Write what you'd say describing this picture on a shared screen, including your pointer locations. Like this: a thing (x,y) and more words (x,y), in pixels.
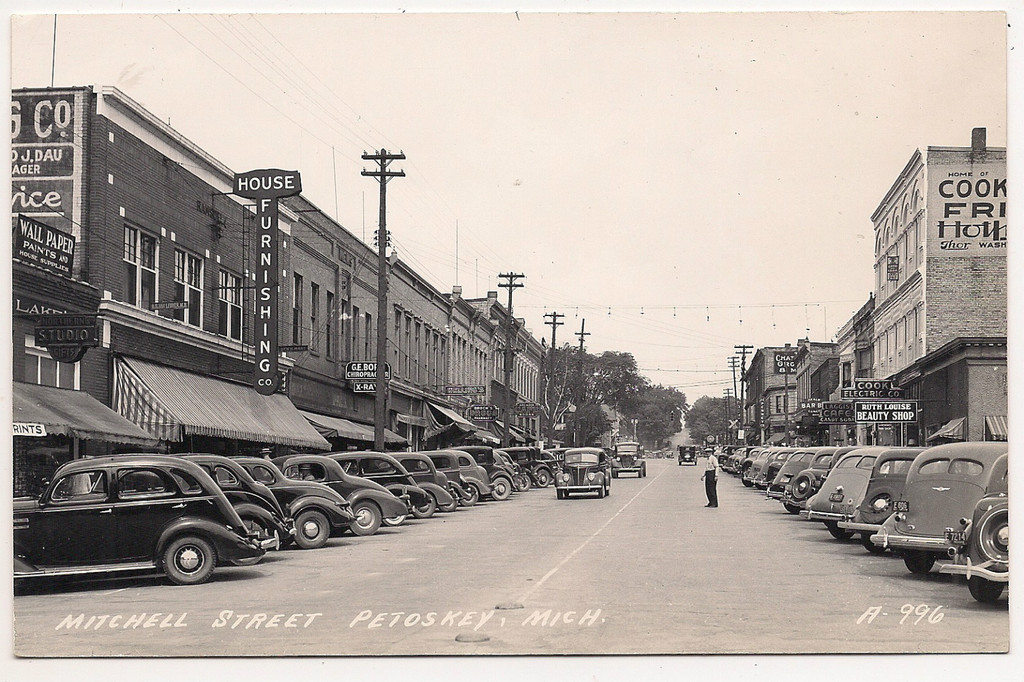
In this image there are buildings (115,278) beside the road (477,546) and so many cars (920,476) parked in front of them also there is a person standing in the middle of road (923,598).
